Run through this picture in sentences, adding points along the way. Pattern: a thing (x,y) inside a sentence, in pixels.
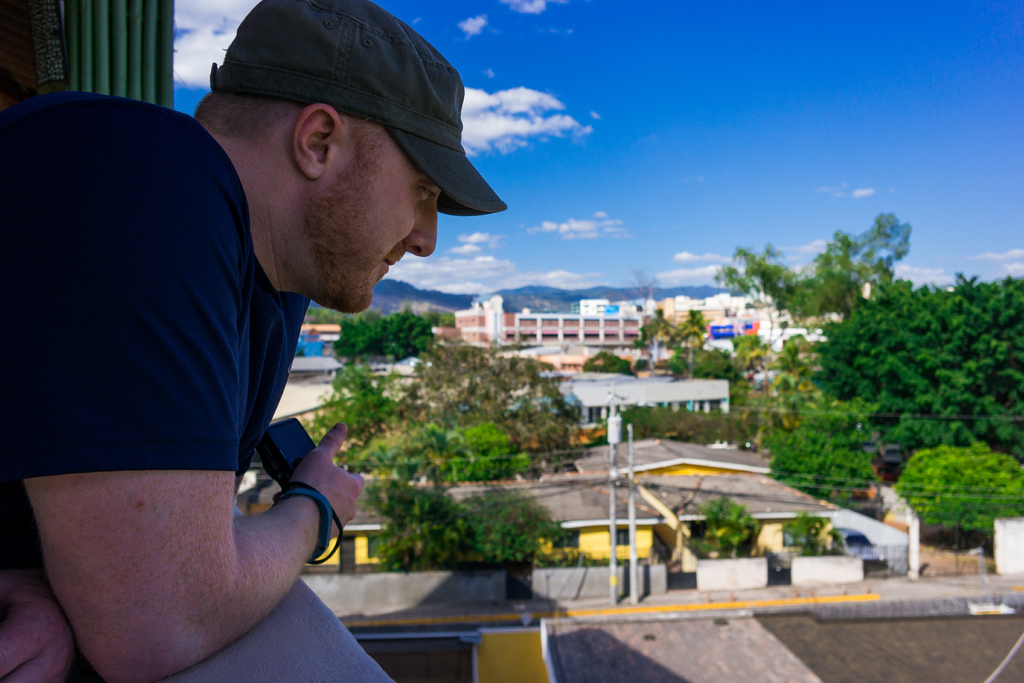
In this image we can see a person (309,183) holding an object (300,443) and there are few buildings (598,535), trees (525,374), poles (633,437) and the sky (607,105) with clouds (539,104) in the background (724,123).
